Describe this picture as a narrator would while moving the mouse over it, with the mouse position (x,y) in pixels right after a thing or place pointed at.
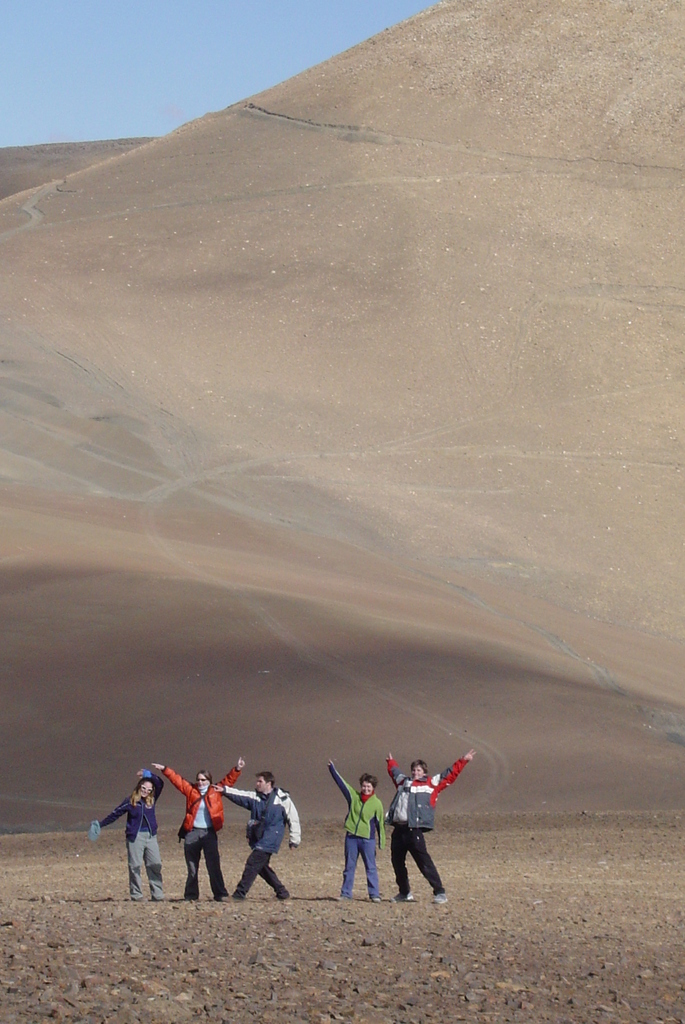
In the image there are few persons (159,778) in jerkins (174,781) standing on the land (580,898) and behind them there is a hill (445,298) and above its sky (192,28).
